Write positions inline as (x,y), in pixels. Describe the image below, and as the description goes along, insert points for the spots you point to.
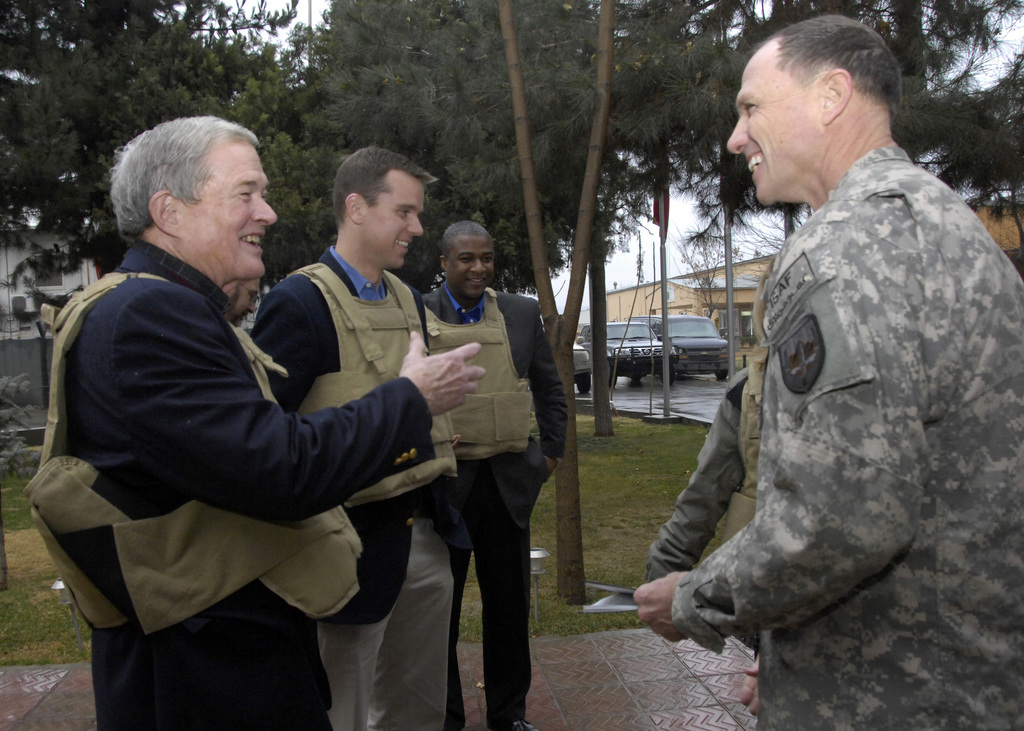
In this image we can see few vehicles (683,340). There is a grassy land (32,598) in the image. There are few poles (729,273) in the image. There is a sky (680,230) in the image. There are few people (849,396) in the image. A person (803,524) is holding some object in his hand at the right side of the image (872,537). There are few houses (711,282) in the image.
